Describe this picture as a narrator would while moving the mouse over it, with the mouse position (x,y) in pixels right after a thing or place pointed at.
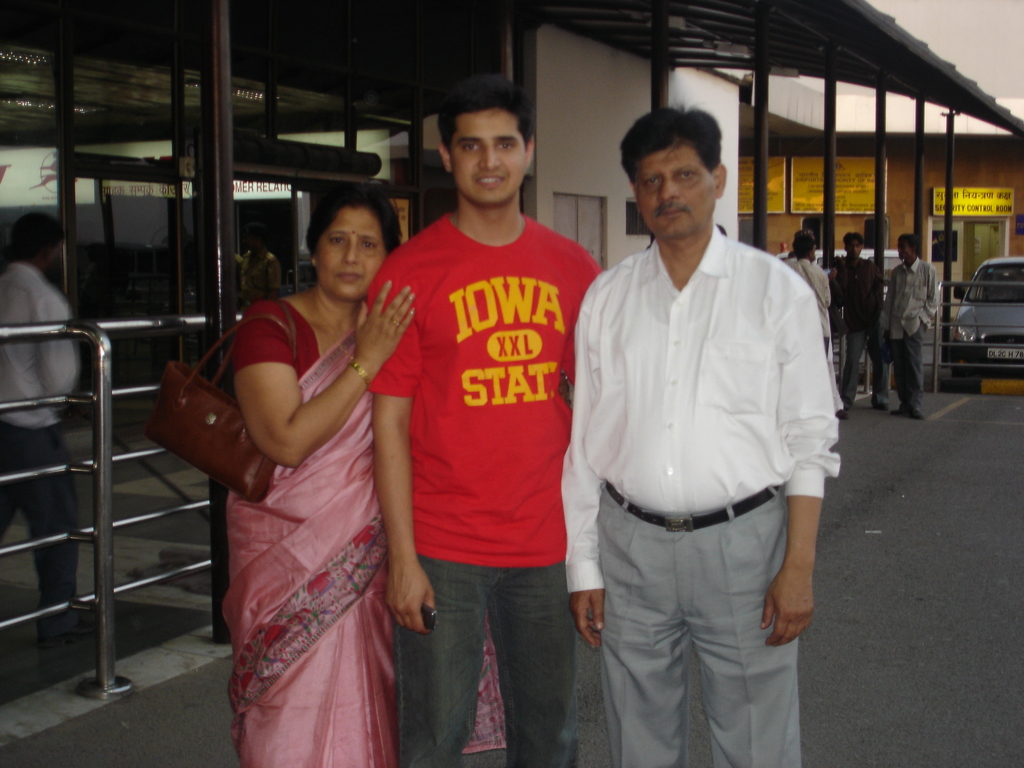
In the picture there is a family (506,316) of three people (480,422) standing and posing for the photograph and behind them there is a fencing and there is a vehicle (994,318) parked behind the fencing (974,281) and in front of the vehicle (1019,317) some people (866,271) are standing beside the poles (949,193).
